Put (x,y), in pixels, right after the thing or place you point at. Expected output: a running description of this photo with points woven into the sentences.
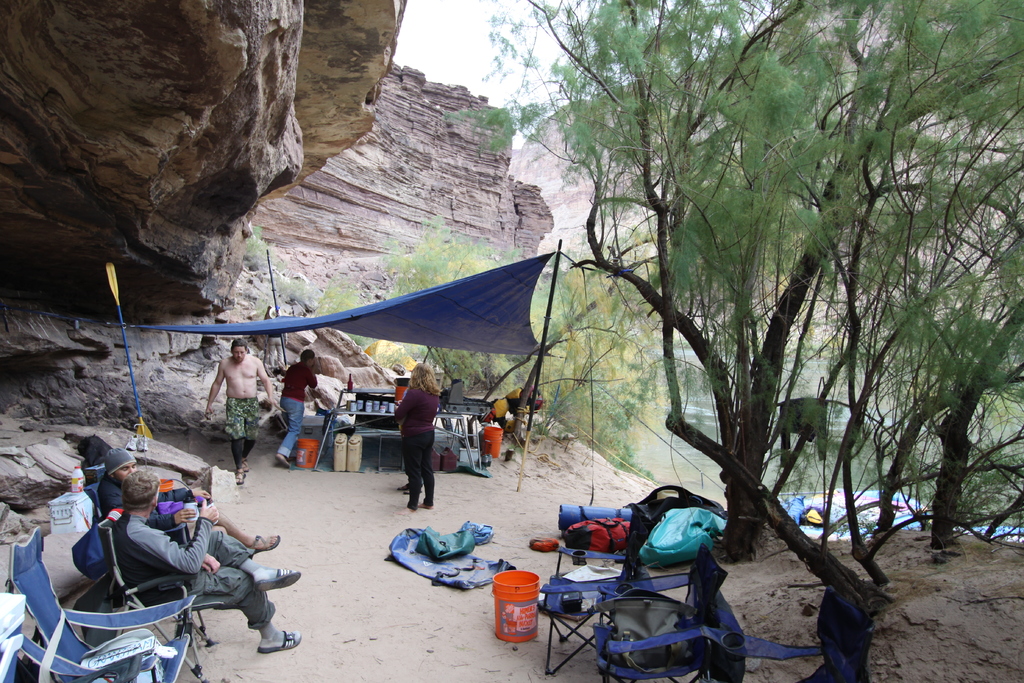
On the left side (171,566) 2 persons (201,540) are sitting on the chairs (188,577), in the middle (508,333) there is a tent (520,338). A man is walking, on the right side (923,340) there are trees (865,357) and water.
